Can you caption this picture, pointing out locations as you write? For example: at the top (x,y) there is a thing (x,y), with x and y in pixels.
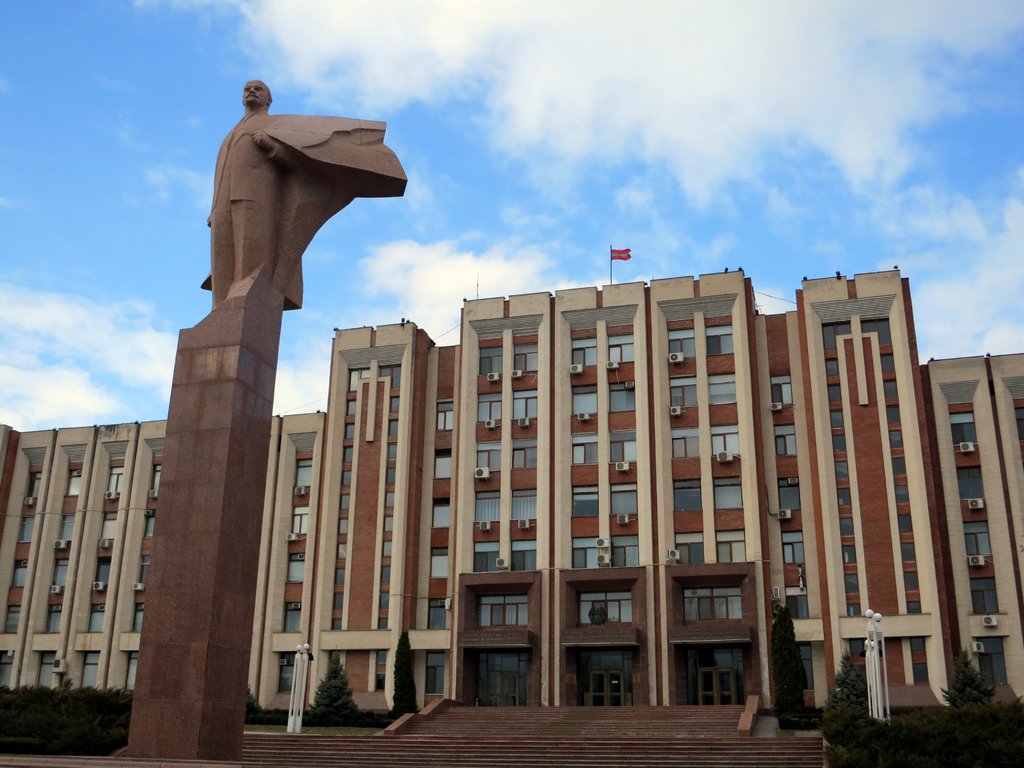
In this image I can see the person statue (333,213) and I can see few light poles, trees (973,724). In the background (484,488) I can see the flag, building (511,479) in brown and cream color and the sky (603,220) is in blue and white color.
